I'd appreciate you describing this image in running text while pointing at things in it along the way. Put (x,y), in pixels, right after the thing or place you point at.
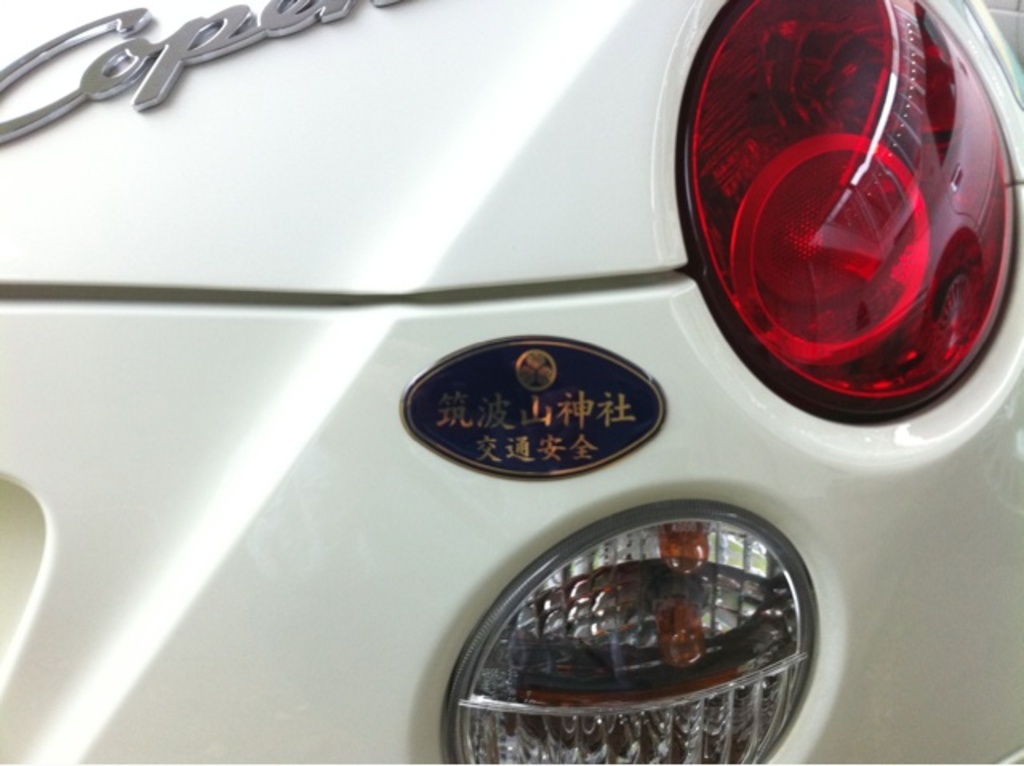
In this image there is a car (554,310) with some text (202,59) written on it and there are lights (839,268) with yellow colour and red colour.
